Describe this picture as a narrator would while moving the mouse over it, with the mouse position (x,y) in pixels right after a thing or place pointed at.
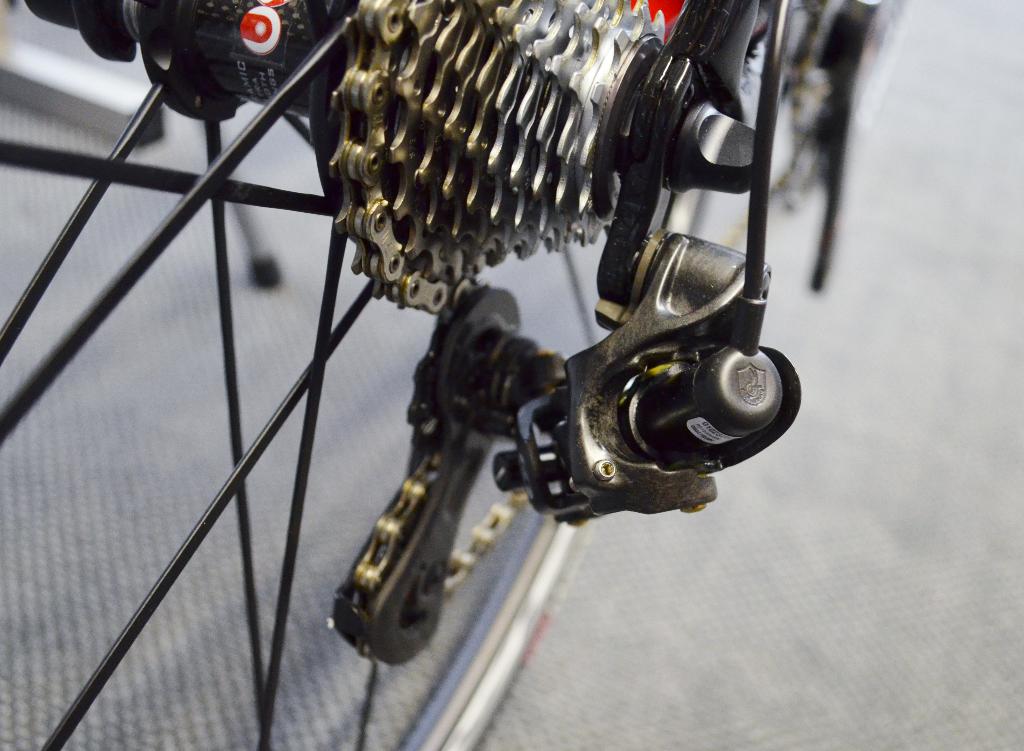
In this picture we can see a bicycle (596,12), there is a blurry background (61,50), we can see spokes (280,619) and chain (344,85) of the bicycle (471,123).
